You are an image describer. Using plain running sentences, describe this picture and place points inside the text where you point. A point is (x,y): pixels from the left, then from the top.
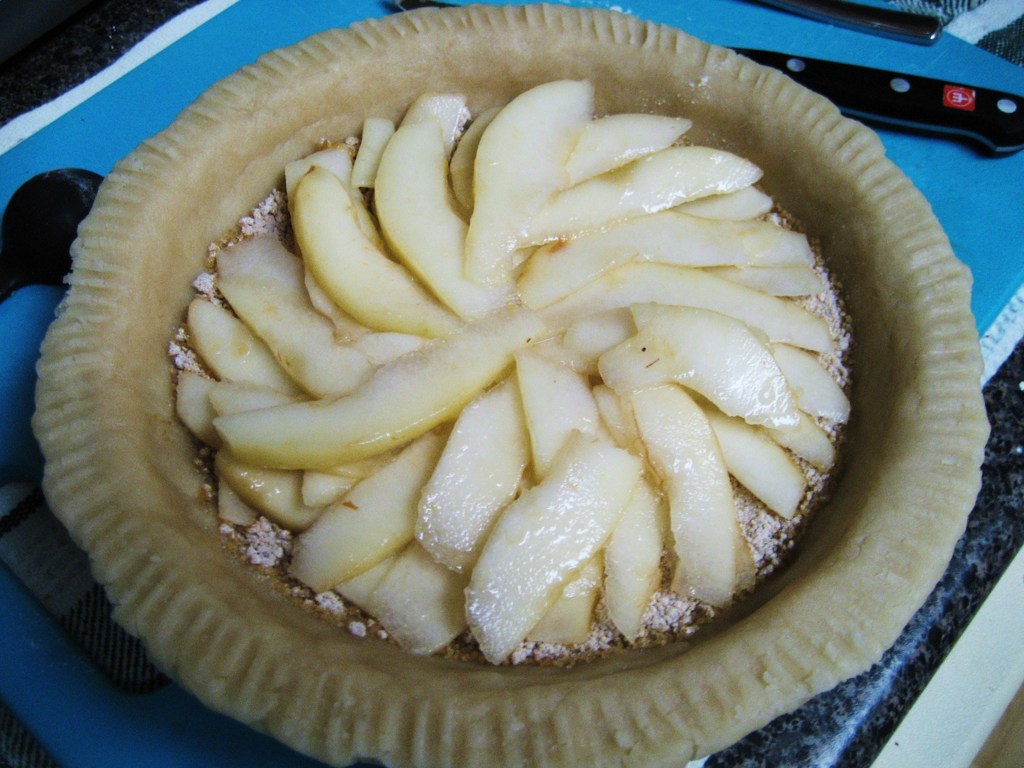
In this image, we can see a table (870,749), on the table (881,742), we can see a bowl (562,701) with some food (575,311). On the right side of the table (993,81), we can see a knife (927,104) and on the left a spoon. In the background (1019,85), we can see blue color.
